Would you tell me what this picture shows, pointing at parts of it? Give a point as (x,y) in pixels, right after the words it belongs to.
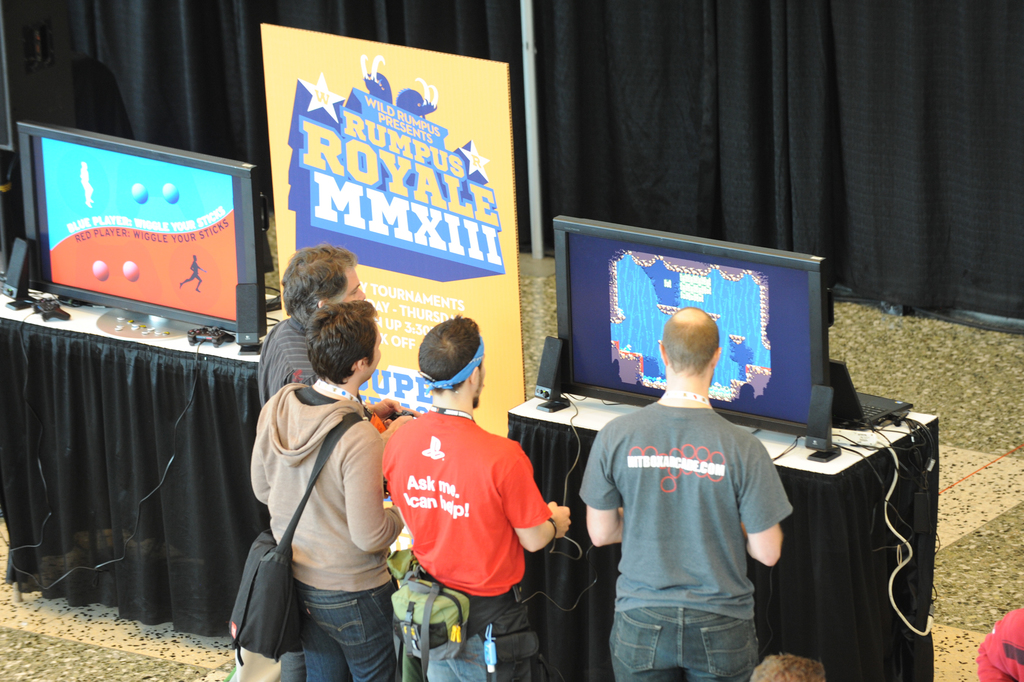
In the center of the image (363,442) we can see group of persons (497,476) standing at the television (609,351). On the left side of the image (341,198) we can see an advertisement (454,208), tablecloth (209,406), television (49,231), speakers (20,258) and joy sticks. In the background (121,51) there is curtain (725,65).
